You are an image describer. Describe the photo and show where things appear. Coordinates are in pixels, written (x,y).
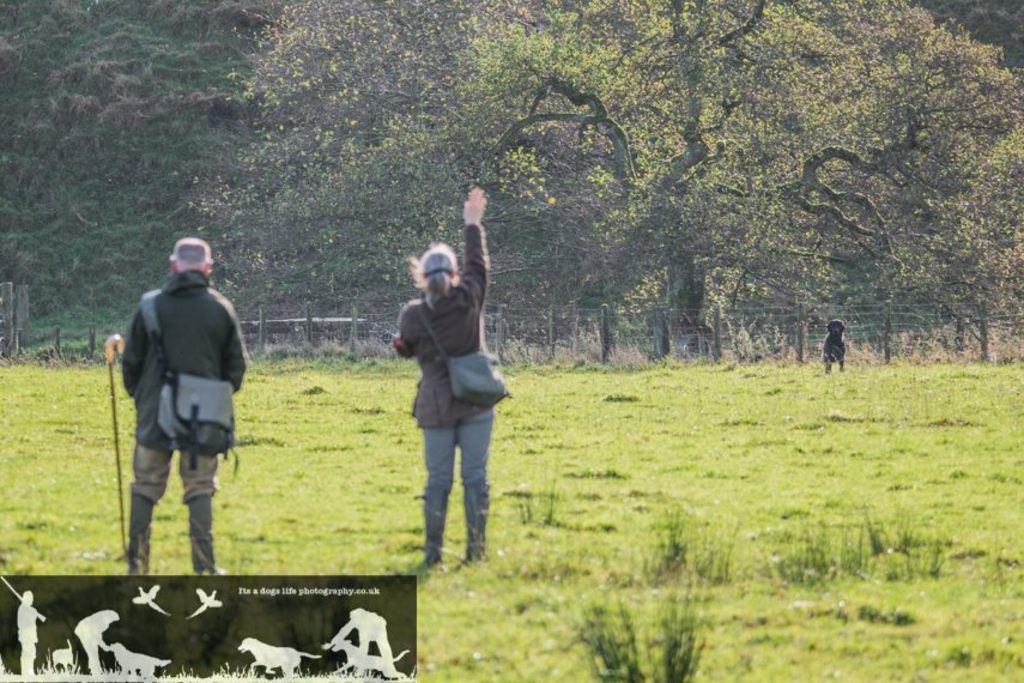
In this picture we can see two persons (425,413) are standing and carrying bags (468,384), at the bottom (681,598) there is grass (684,604), we can see trees (676,143), fencing (805,327) and a dog (834,341) in the background (834,327), there are animated pictures (342,644) of persons (364,635), animals (256,648) and text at the left bottom (133,663).
